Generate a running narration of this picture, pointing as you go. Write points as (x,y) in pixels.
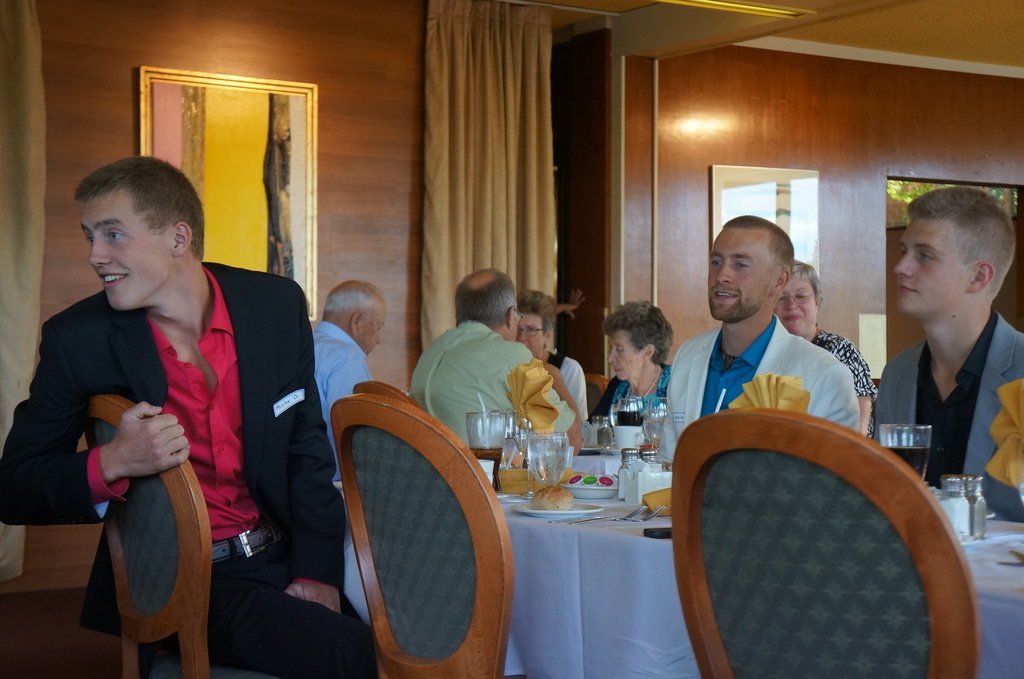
In this image i can see few people (444,382) sitting on chairs (454,481) in front of a dining table (631,542). On the table (586,521) i can see few plates (525,509), few glasses (547,452), few bottles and a cloth (602,561). In the background (381,64) i can see a wall (350,108), a photo frame (181,107) and a curtain (454,162).
